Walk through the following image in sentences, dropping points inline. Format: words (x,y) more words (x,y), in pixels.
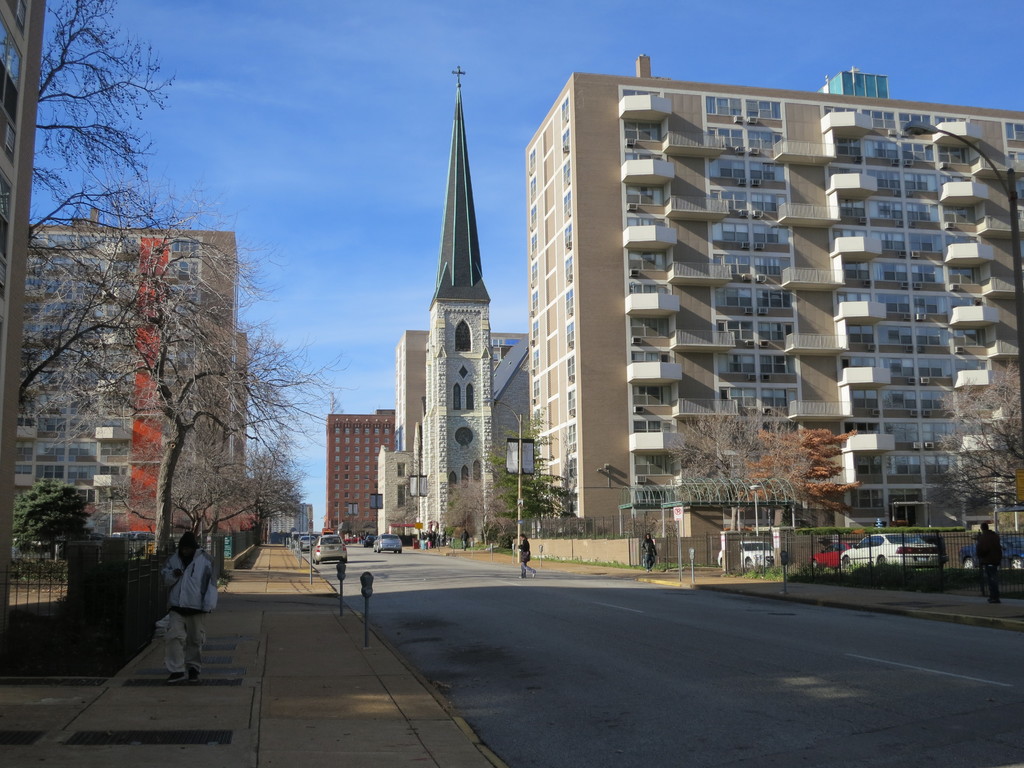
In this image we can see some persons (201,641) walking through the sidewalk (347,634) and there are some vehicles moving on the road (414,558) and at the background of the image (661,212) we can see some trees (97,229), buildings (587,365) and sunny sky (404,111).
